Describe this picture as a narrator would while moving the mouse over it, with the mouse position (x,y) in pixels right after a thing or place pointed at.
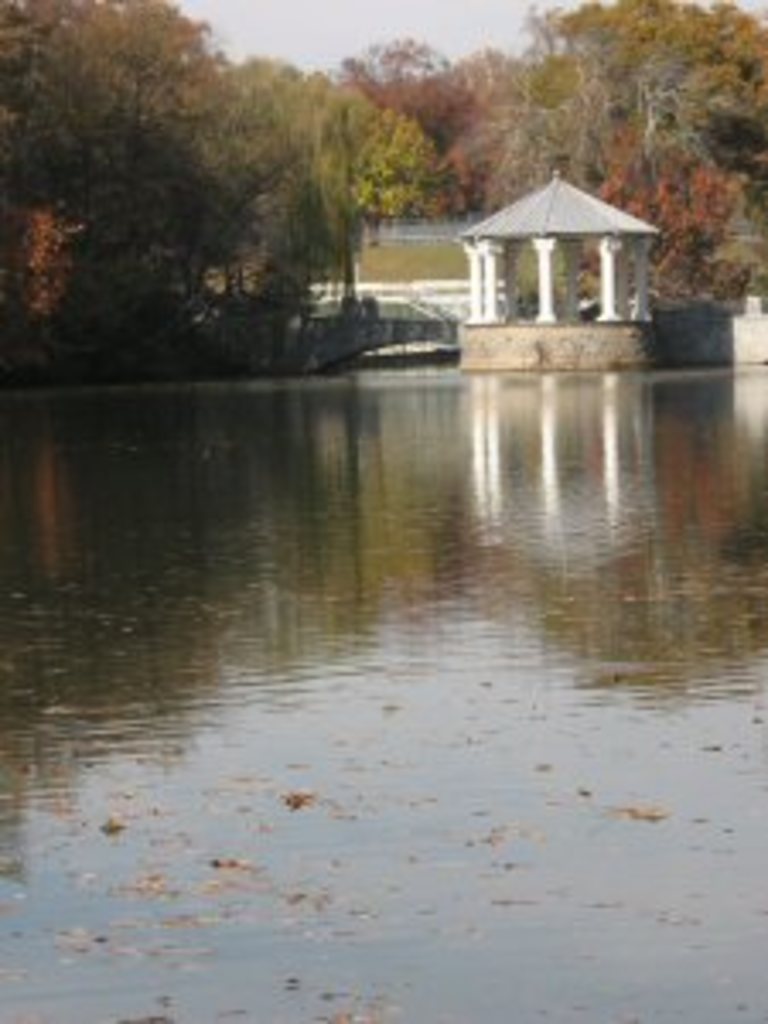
There is water (457,658) and there are trees (427,119) in the background (485,96).
